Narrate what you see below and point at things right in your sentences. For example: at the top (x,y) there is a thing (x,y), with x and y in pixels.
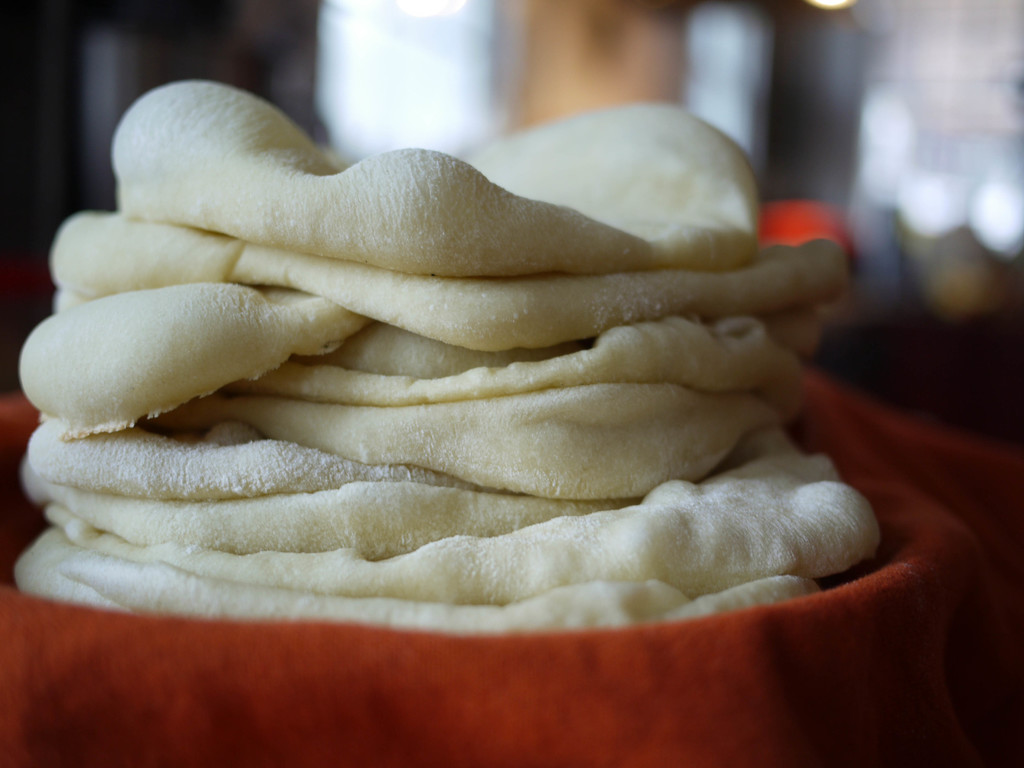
In this picture we can see food items (640,382) placed on a cloth (164,684) and in the background (89,14) it is blurry.
